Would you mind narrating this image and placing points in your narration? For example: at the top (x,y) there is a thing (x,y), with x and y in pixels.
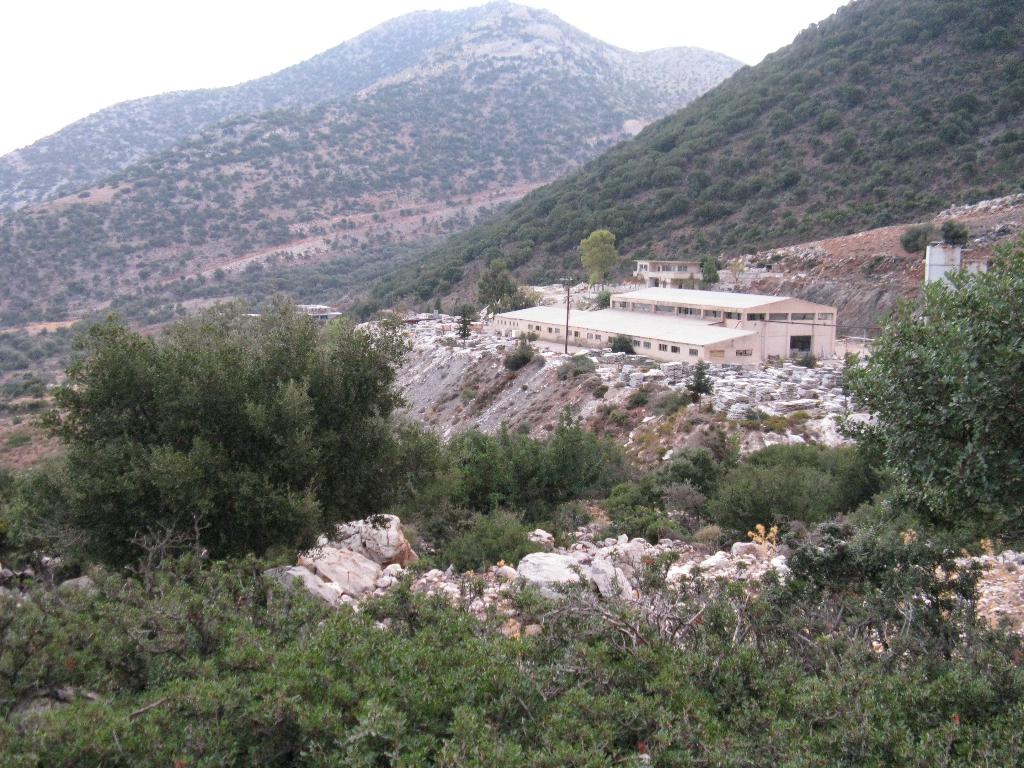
In the image there are a lot of trees (219,633) and two mountains (472,165) and in between there is a building (642,305).
